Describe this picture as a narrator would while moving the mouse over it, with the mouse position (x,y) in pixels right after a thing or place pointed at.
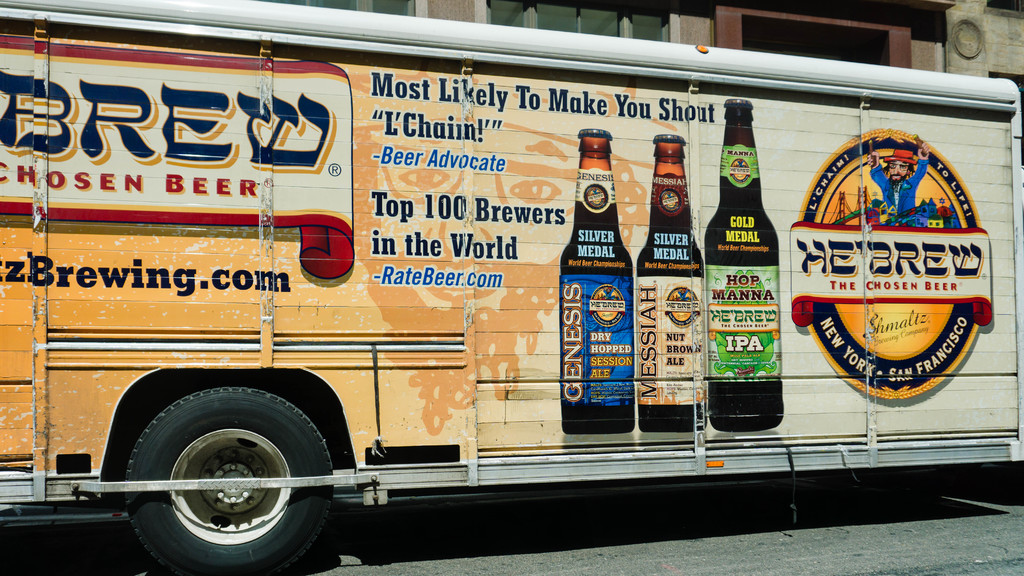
In this image we can see a vehicle (466,224). On the vehicle (798,311) there is a poster (778,279). On the poster (385,196) something is written. Also there is a logo (846,233) and images of bottles (647,317) with labels (669,350). In the back (852,29) we can see a building (867,29).
